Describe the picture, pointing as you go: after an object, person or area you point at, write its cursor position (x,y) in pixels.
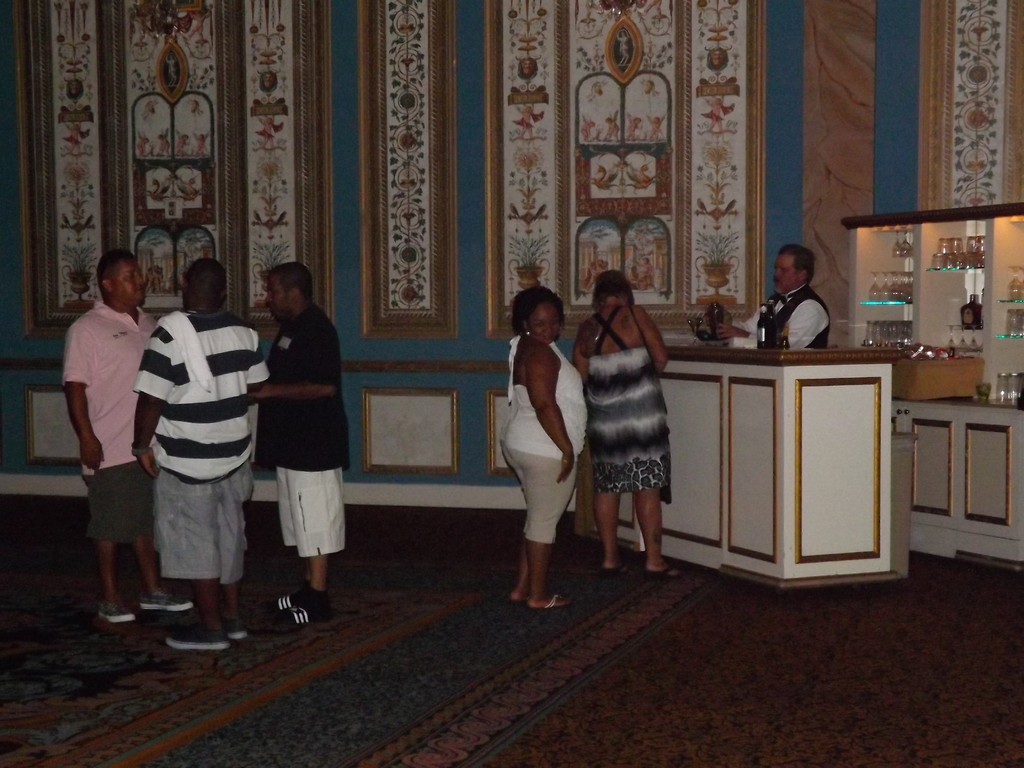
In this image there are few people (293,473) standing on the floor (491,585). In the background (446,123) there is a wall (317,127) on which there is some design (394,160). On the right side (786,293) there is a man (784,307) standing near the desk (829,389). On the desk (766,362) there is a glass bottle (762,325). In the background (928,305) there is a cupboard (952,283) in which there are cups (1016,287) and glass bottles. The man (819,323) is serving the drink (714,313).
